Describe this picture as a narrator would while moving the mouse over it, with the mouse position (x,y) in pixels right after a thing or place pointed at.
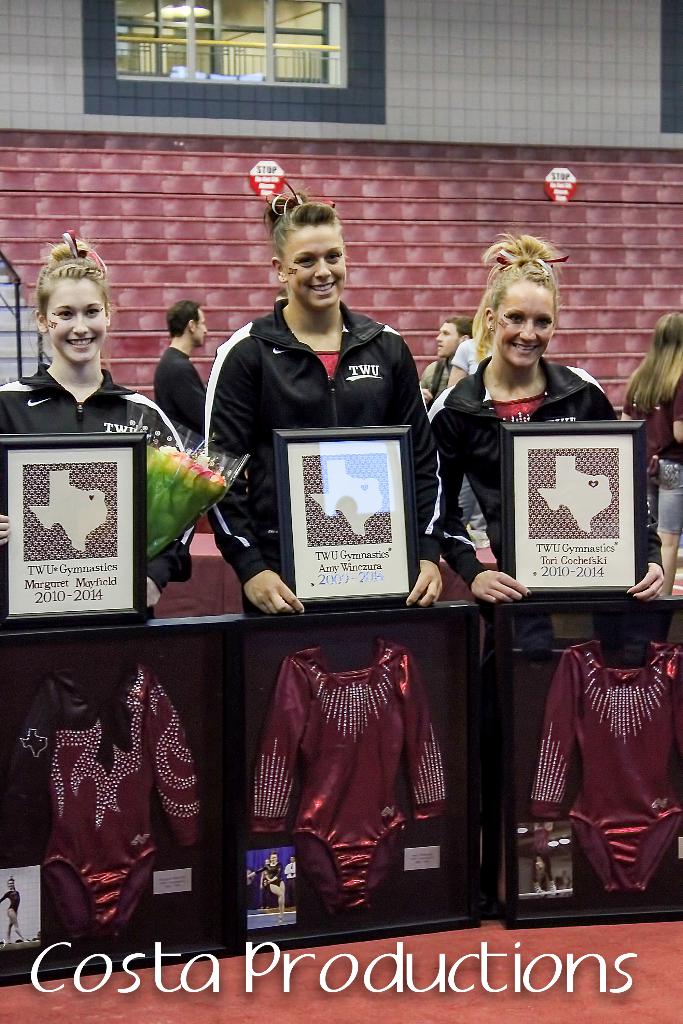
In the center of the image (419,469) we can see three persons (496,433) are standing and they are holding frames (56,482). And we can see they are smiling and they are in similar costumes (262,395). Among them, we can see one person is holding a bouquet (203,475). On the frames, we can see some text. In front of them, there is a frames (118,658), clothes (596,690), posters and a few other objects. At the bottom of the image (196,958), we can see some text (311,970). In the background (591,195) there is a wall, glass (300,43), window (262,31), few people (441,354) are standing and a few other objects (412,198). Through the glass (311,56), we can see the fences (245,49), lights (184,15) and a few other objects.
